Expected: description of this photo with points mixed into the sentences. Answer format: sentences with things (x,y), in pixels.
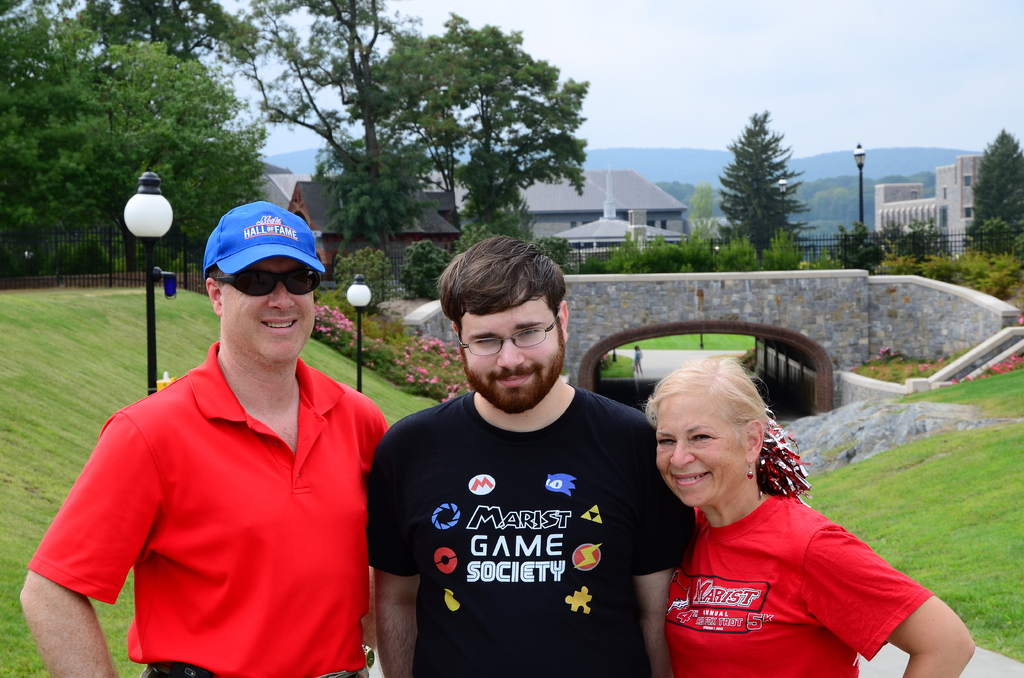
There are people (554,451) standing and smiling and these two men (550,431) wore spectacles (515,336). We can see grass (73,385), lights (363,297) on poles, plants (416,346), flowers (416,364) and wall (779,303). In the background (173,167) we can see trees (200,167), plants (1010,281), fence (665,240), light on pole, buildings (898,194), hills (816,216) and sky (729,60).
